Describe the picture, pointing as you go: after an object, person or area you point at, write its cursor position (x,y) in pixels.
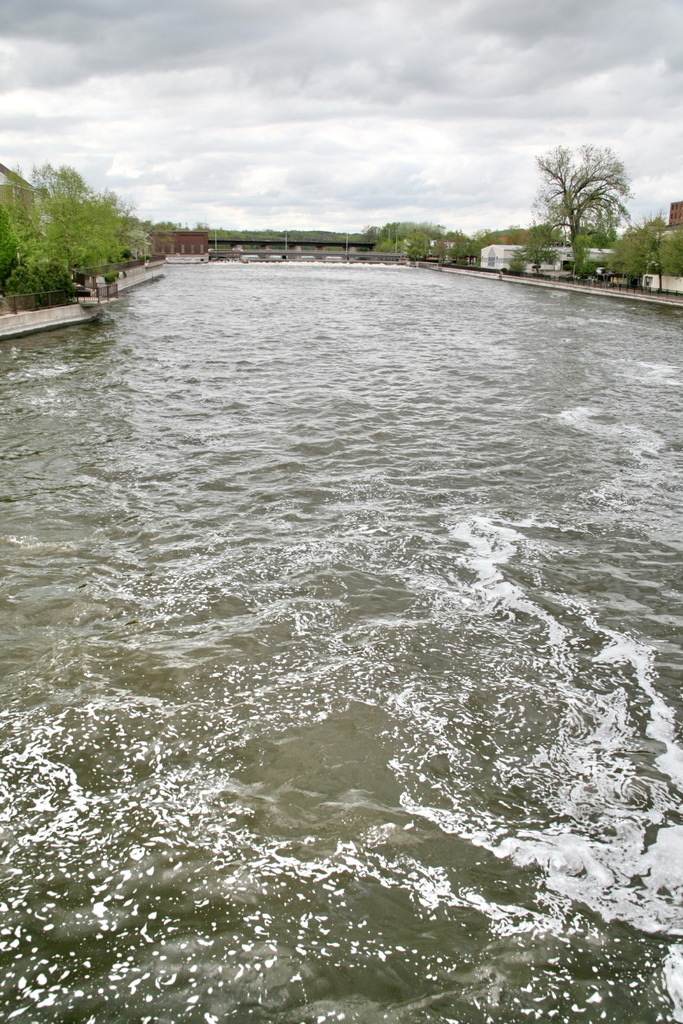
In this image I can see the water (411,678). In the background (593,245) I can see few trees (572,217) in green color, buildings (602,258) and the sky (400,117) is in white color.
